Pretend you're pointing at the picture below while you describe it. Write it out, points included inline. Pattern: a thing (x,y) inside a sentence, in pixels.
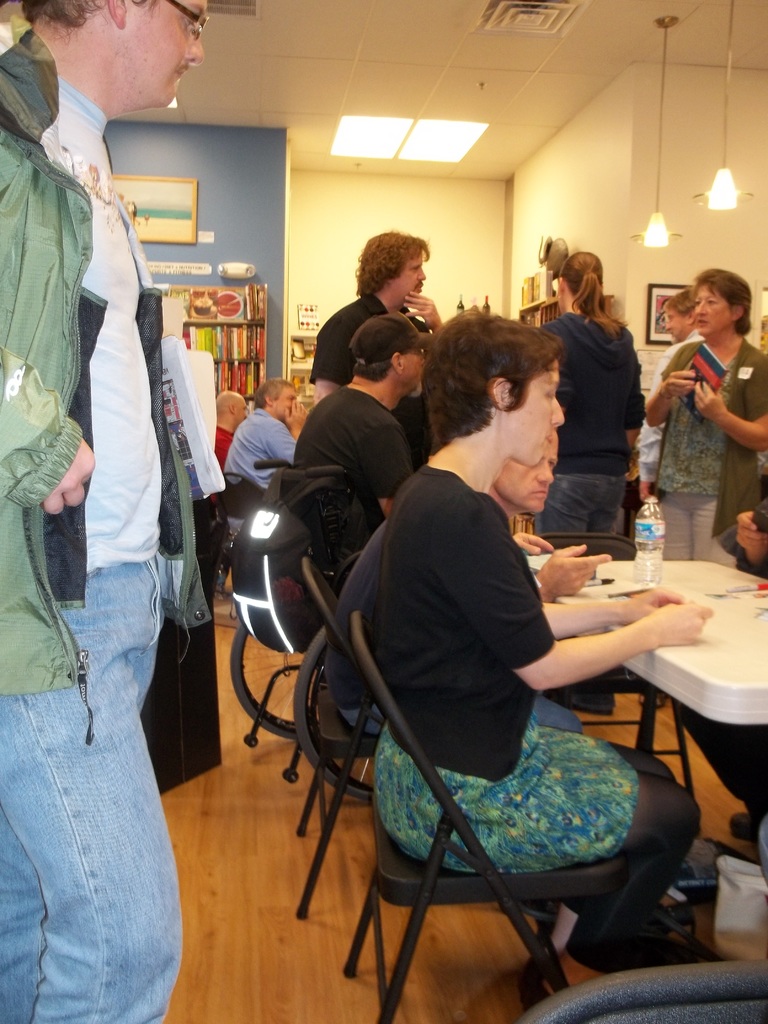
In this image i can see a group of people (408,645) among them few (483,822) are sitting on a chair (420,862) in front of a table (688,673) and few standing on the floor (287,868).
